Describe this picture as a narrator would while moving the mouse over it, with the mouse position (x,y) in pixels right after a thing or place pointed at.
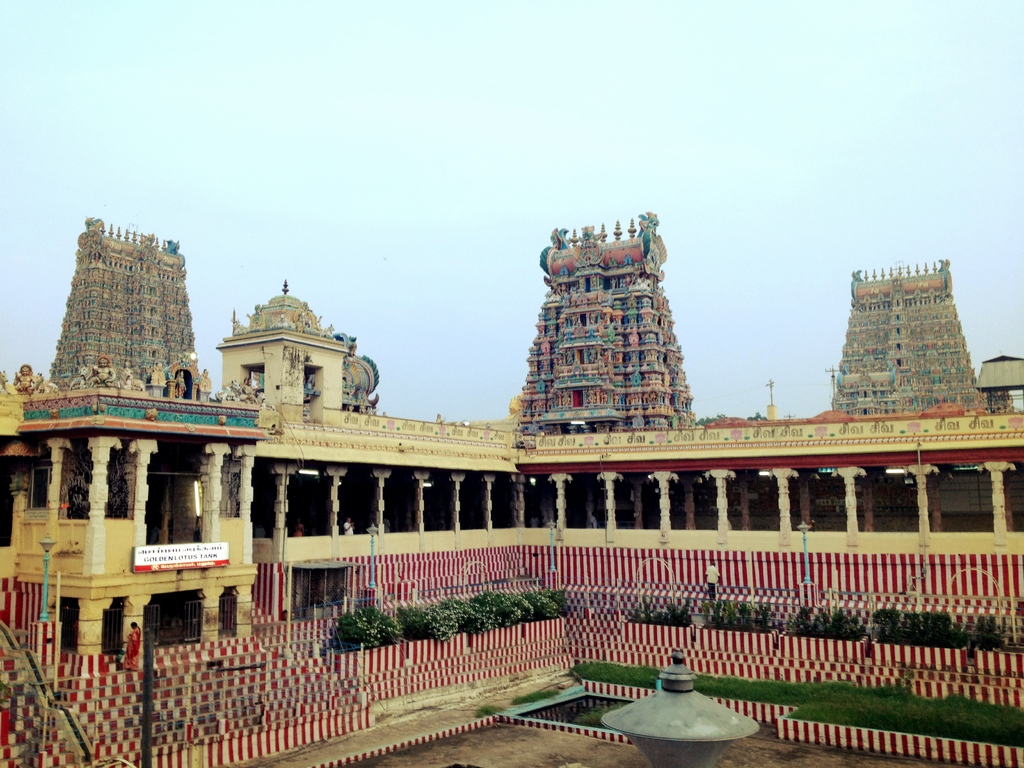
In this picture I can see there is a temple (508,449) and there is some sculpture (579,330) and there are few plants (375,641), there are stairs (236,693) and the sky (677,270) is clear.
